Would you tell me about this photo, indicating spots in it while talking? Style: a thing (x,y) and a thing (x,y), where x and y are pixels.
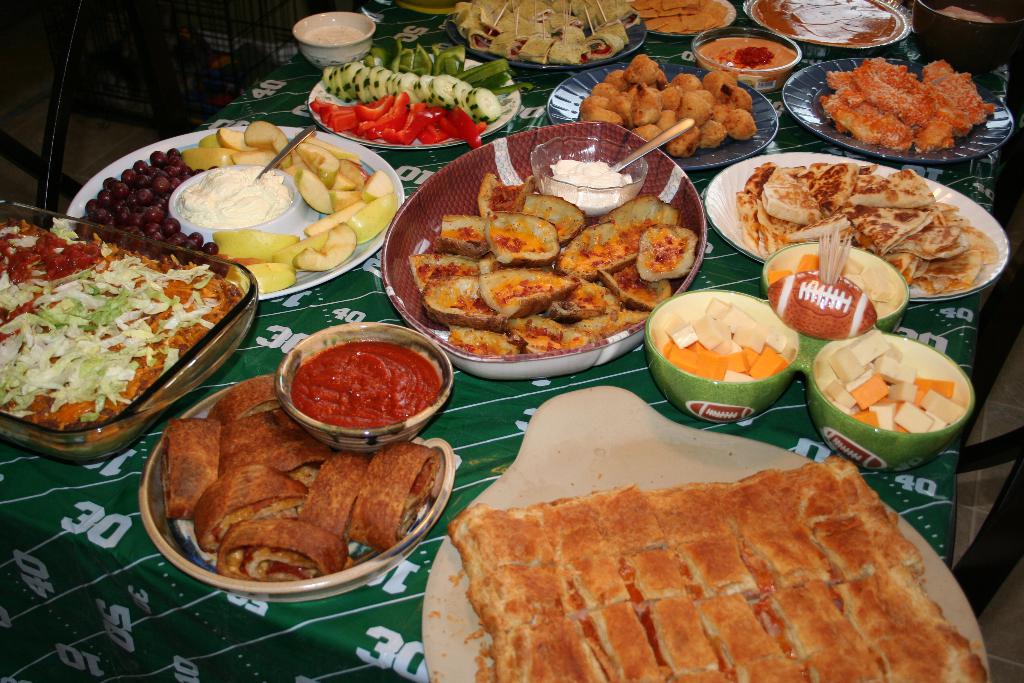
In this image we can see some food items (356,463) in plates (730,213) and bowls (461,205) and all these are placed on a surface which looks like a table (844,55) and there is a table cloth (63,519).
